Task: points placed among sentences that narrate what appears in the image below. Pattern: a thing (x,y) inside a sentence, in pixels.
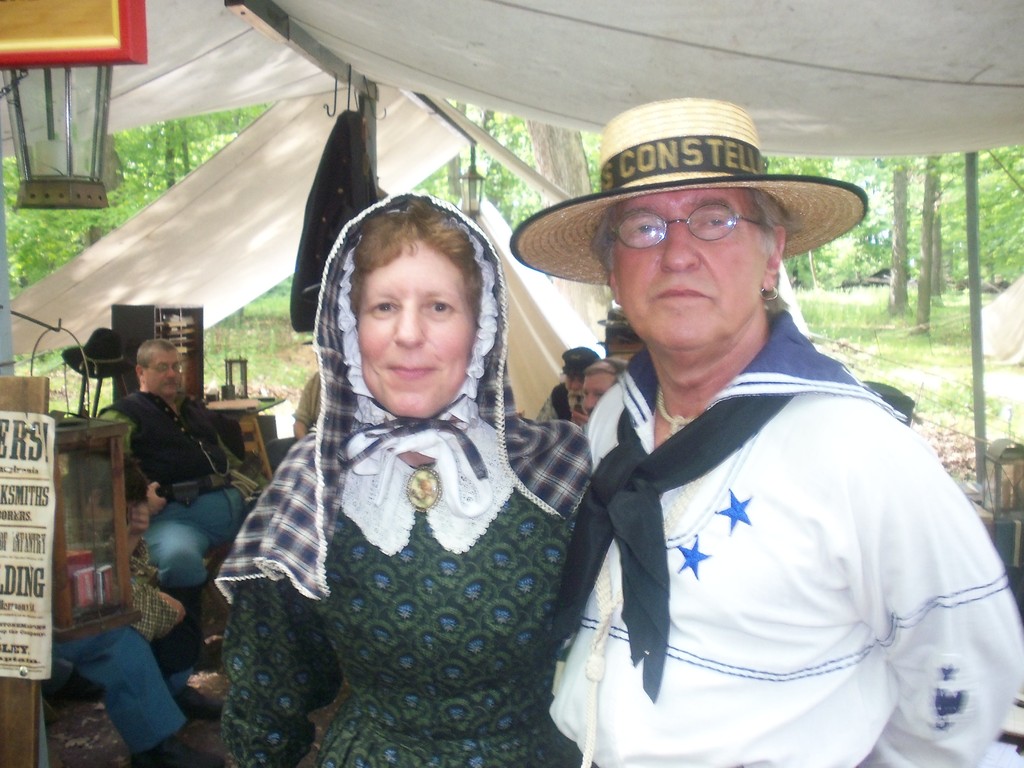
In the center of the image (435,337) we can see the man (734,482) and the woman (459,506) standing under the tent (567,32). In the background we can also see few people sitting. Image also consists of many trees (919,213).
